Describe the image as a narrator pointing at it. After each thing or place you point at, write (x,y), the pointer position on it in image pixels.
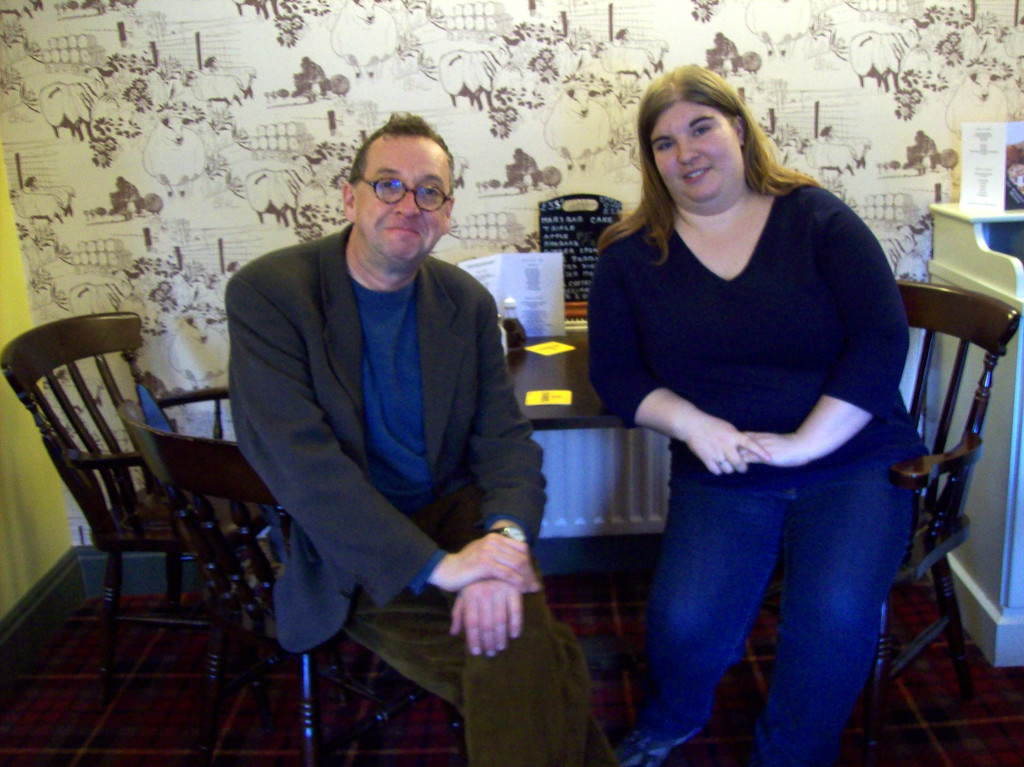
As we can see in the image there is a cloth (353,47), two people (356,442) sitting on chairs (989,318) and there is a table (608,425). On table (547,339) there is a poster (541,280) and a bottle (506,329).
